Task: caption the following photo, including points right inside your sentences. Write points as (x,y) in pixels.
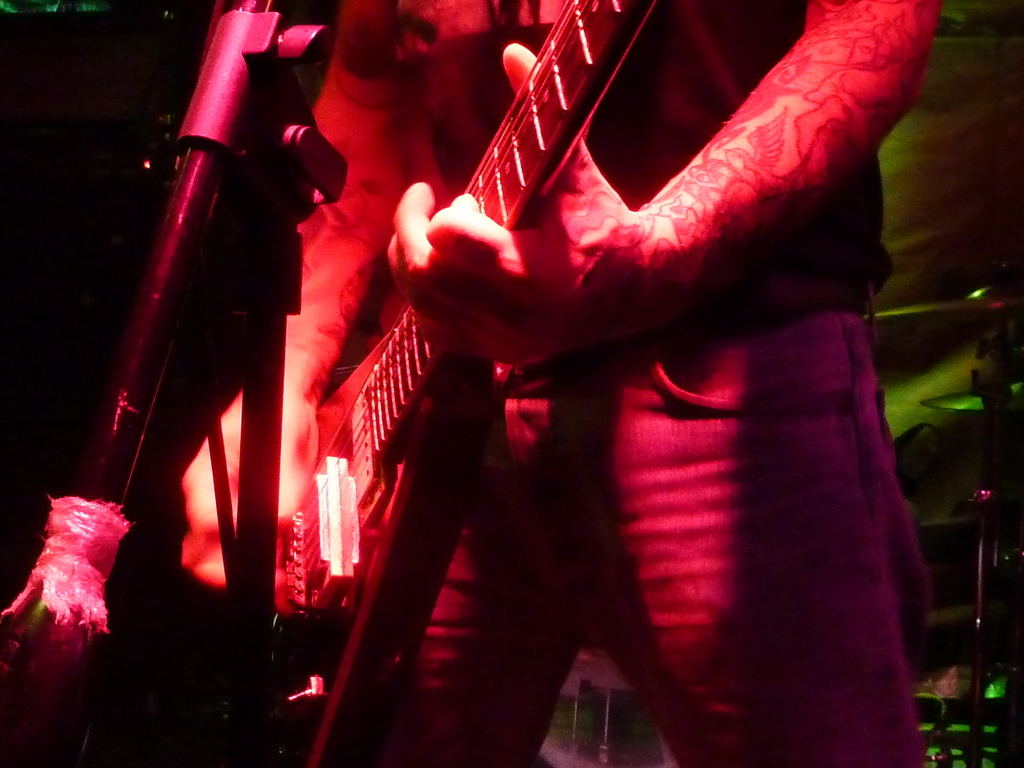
In this image we can see human hands (475,344) holding a musical instrument (400,346).
